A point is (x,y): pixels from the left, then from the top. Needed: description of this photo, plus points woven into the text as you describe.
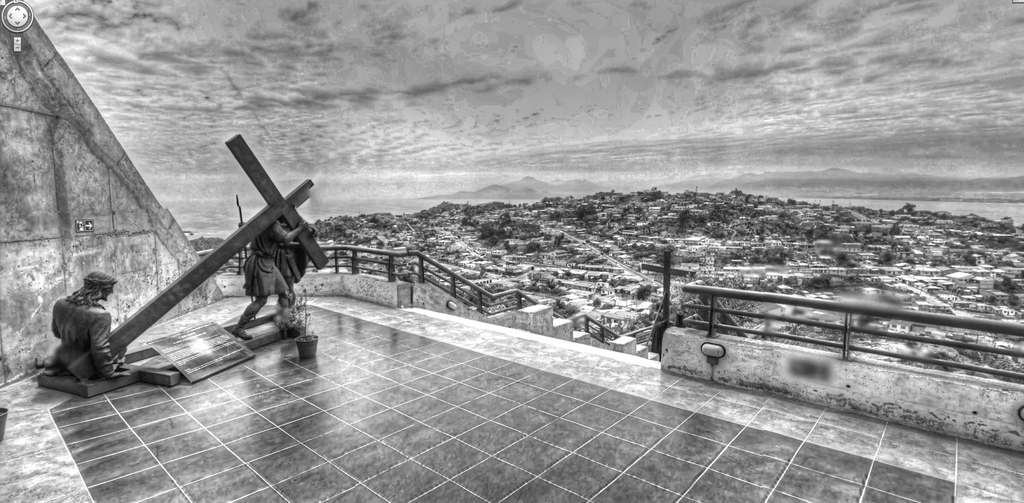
In the picture we can see a hill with a path (477,497) and tiles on it with two sculptured men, one man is holding a cross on his shoulder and around the path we can see railing (523,299) and behind it we can see a cross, plants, trees (497,221), houses (457,216), hills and sky (506,134) with clouds (654,116).
